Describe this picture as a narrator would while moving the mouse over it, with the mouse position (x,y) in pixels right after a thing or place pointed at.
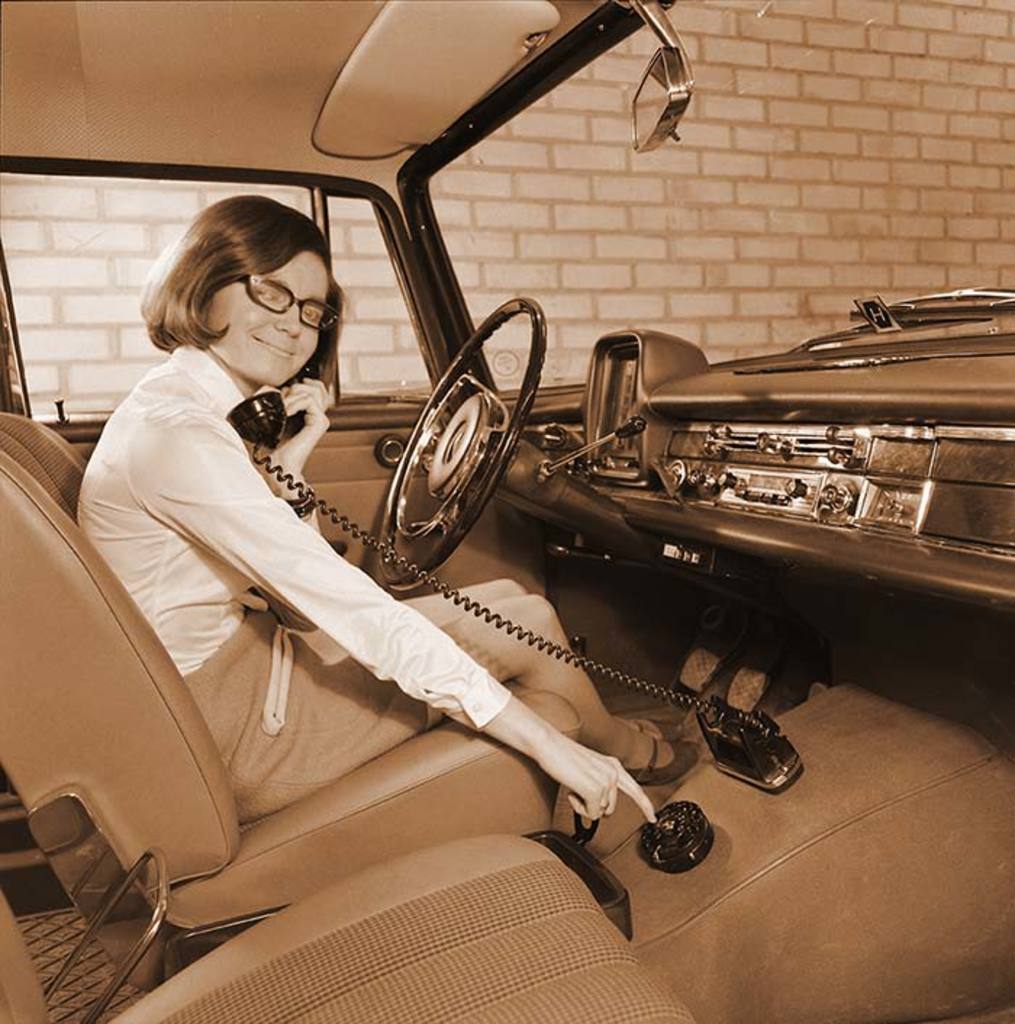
The picture is taken inside a car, the woman (152,591) is sitting in the seat (509,756) she is talking through a phone (694,697), there is a steering (394,587) in front of her and also a mirror (649,128), outside the car (680,379) there is a brick wall (801,237).
